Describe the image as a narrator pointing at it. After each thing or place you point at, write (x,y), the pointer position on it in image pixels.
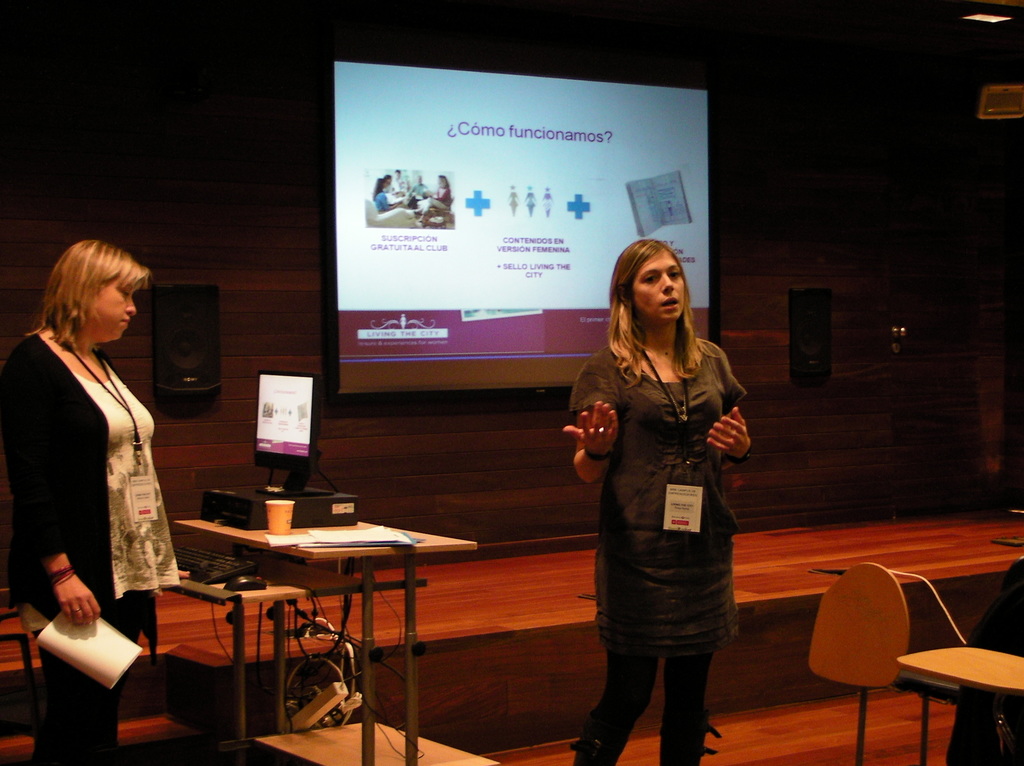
This is a picture taken in a room (609,338), there are two persons (628,660) standing on the floor (778,706). The woman (650,468) in brown dress (625,424) was explaining something. Beside the woman (627,430) there is a table (410,556) on the table (365,573) there are papers (346,539), cup (288,514), monitor (287,469) and some items (225,509) and cables (326,656). In front of the women (662,568) there are chairs (838,633). Behind the woman (695,550) there is a stage (776,540), projector screen (480,295) and a wall (793,514) with speakers (209,349).
